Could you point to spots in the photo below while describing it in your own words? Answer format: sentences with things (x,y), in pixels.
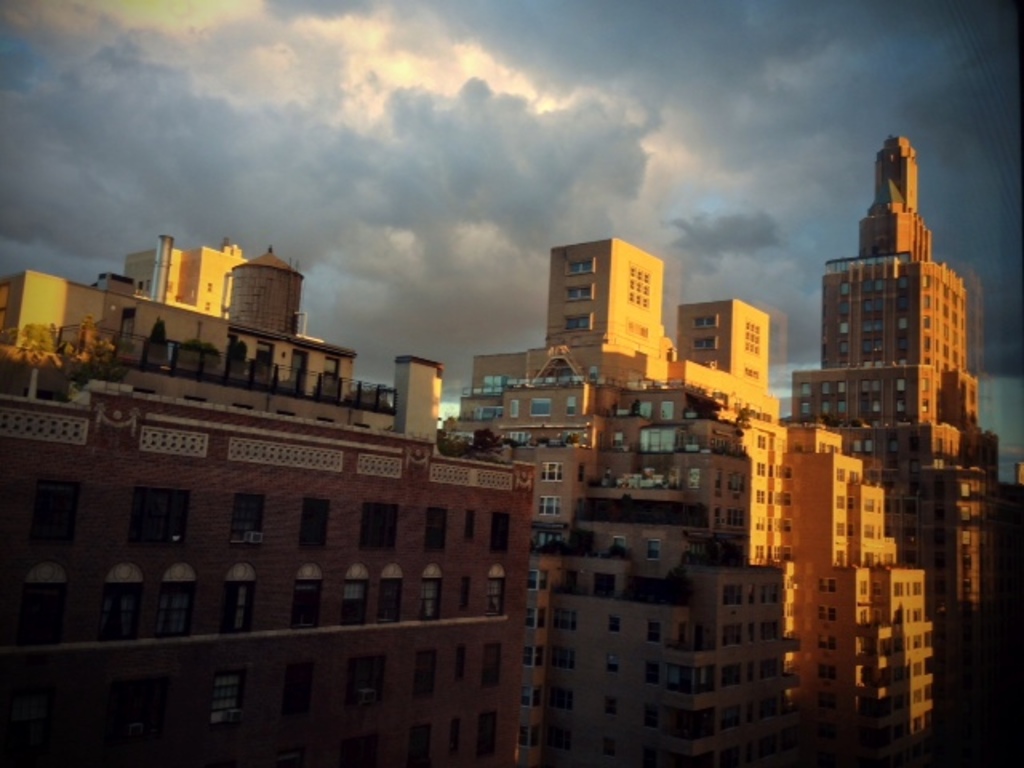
In this image, we can see buildings (434,425) and at the top (387,145), there are clouds (428,140) in the sky (452,150).
